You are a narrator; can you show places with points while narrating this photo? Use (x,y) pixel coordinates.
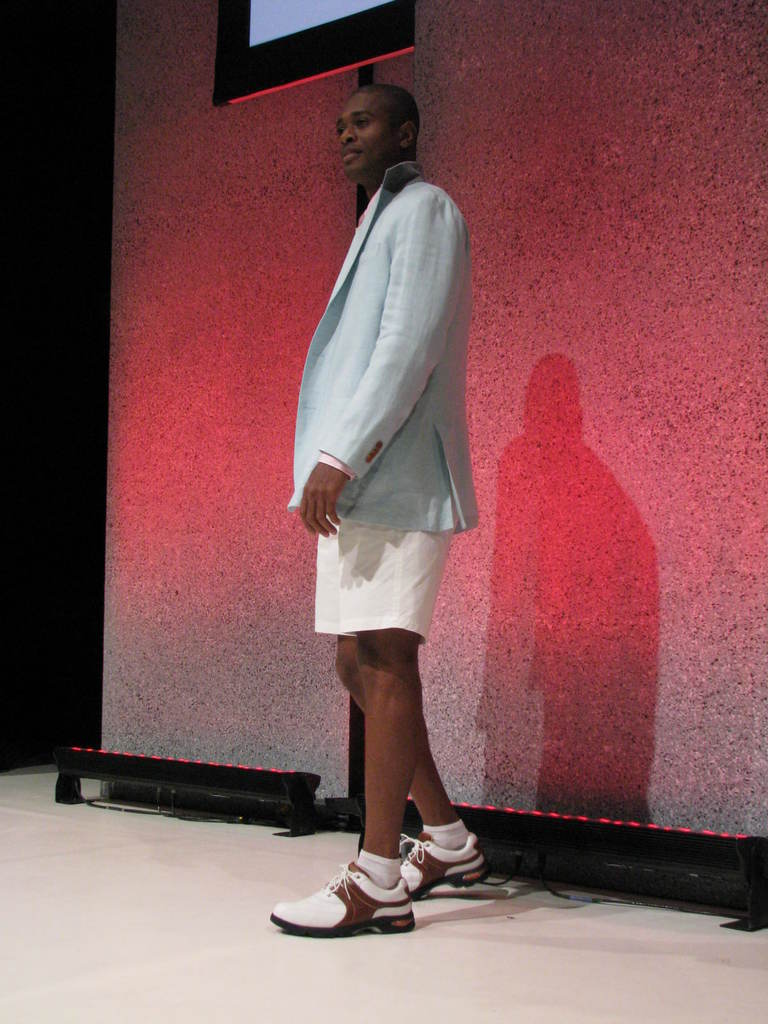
Here we can see a person (405,788) standing on the floor (260,851). In the background (279,493) we can see a wall (585,280) and a screen (305,65).
